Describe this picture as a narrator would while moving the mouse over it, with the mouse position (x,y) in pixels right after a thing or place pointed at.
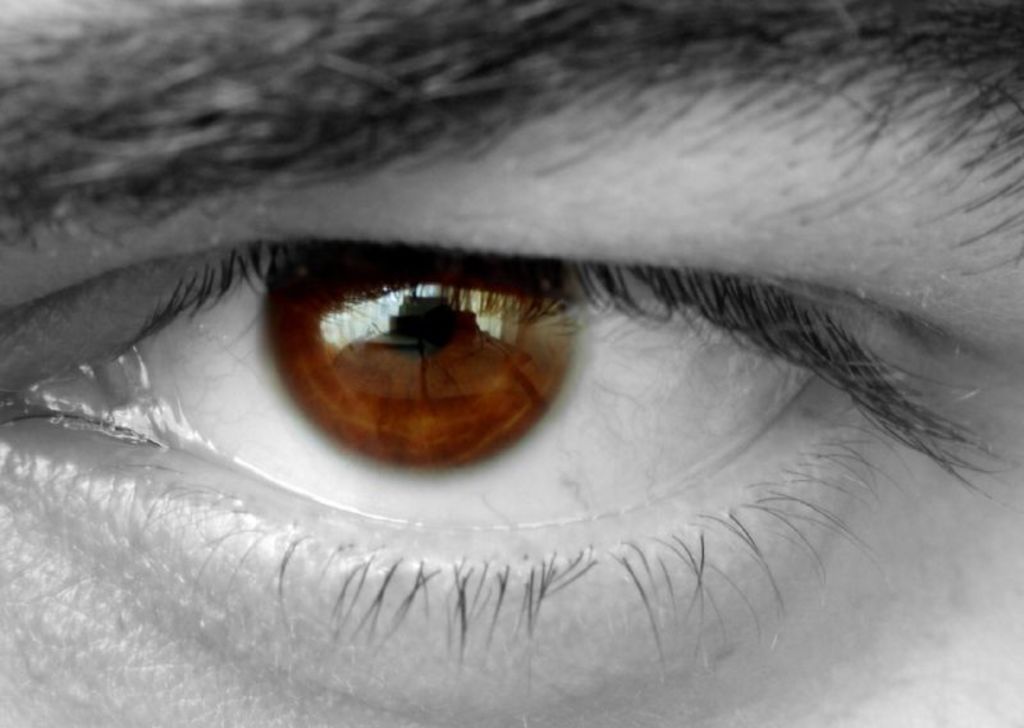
There is an eye brows (445,114) and eye (491,256). And the pupil (420,327) and iris (411,359) is in brown color.
